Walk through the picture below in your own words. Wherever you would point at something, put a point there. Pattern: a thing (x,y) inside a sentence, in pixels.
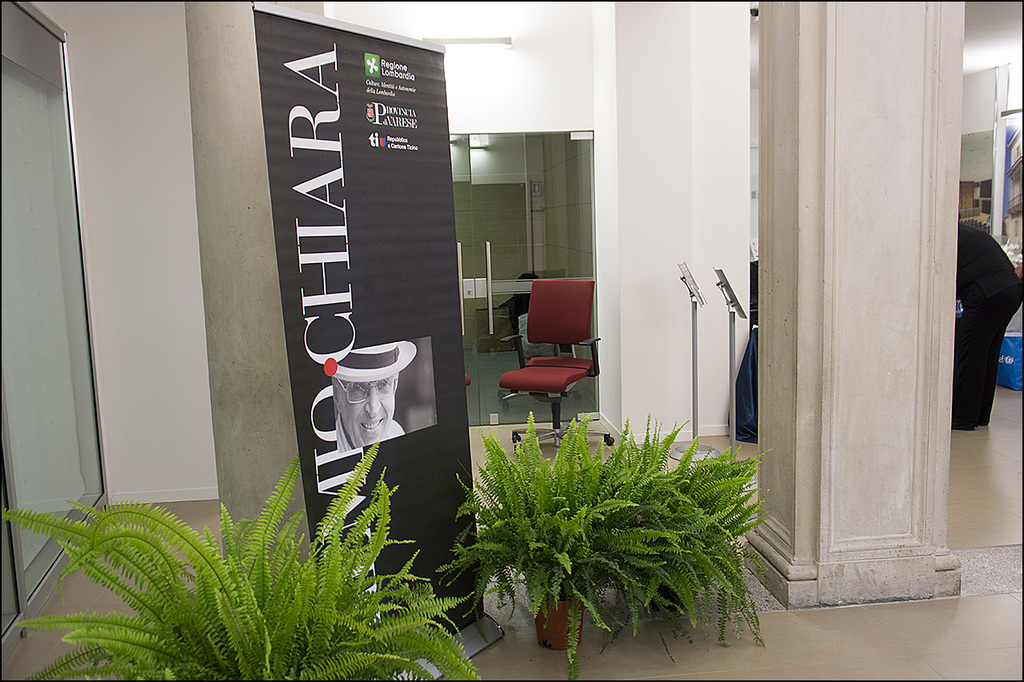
In this picture we can see house plants (372,627) on the ground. There is a banner (348,400). In this banner (348,440), we can see some text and a person (349,386). We can see a few glass objects (43,438) on the left side (57,386). There are pillars (811,504), stands (691,283), chair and a person (969,248) is visible on the right side (996,275). We can see a few things (984,171) visible in the background (479,302).
